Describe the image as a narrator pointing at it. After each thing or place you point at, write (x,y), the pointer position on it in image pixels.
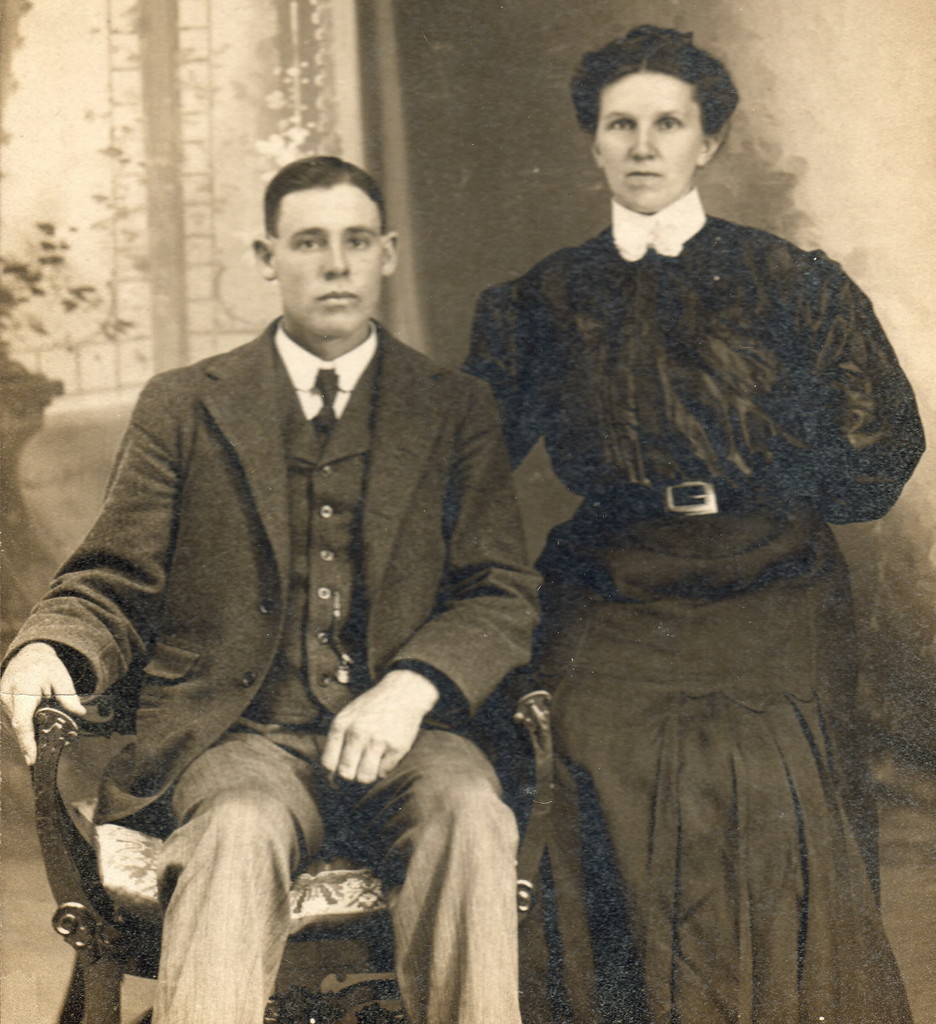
In this image we can see black and white picture of two people (677,454). One person (333,487) is sitting on a chair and a woman (675,383) is standing beside him. In the background (895,287), we can see a plant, window (77,124) and a wall (899,97).
